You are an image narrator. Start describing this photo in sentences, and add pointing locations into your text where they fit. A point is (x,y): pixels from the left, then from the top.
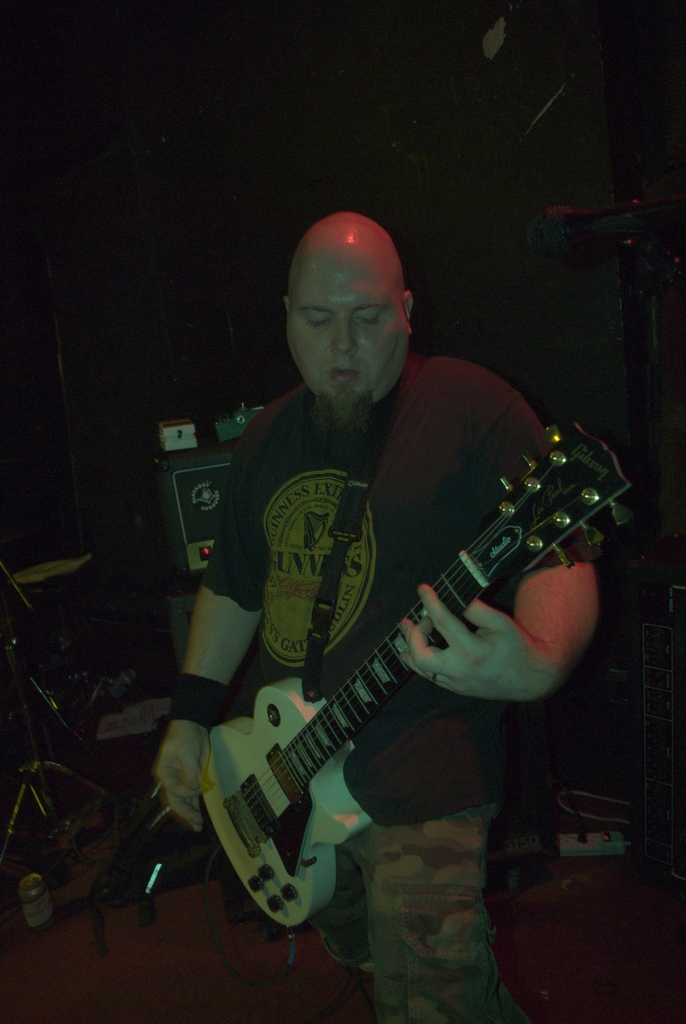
In this picture a black t shirt guy (433,527) is playing a guitar (306,711), in the background (185,528) we observe few musical instruments (83,778) and there is a mic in the right side of the image (536,250).
